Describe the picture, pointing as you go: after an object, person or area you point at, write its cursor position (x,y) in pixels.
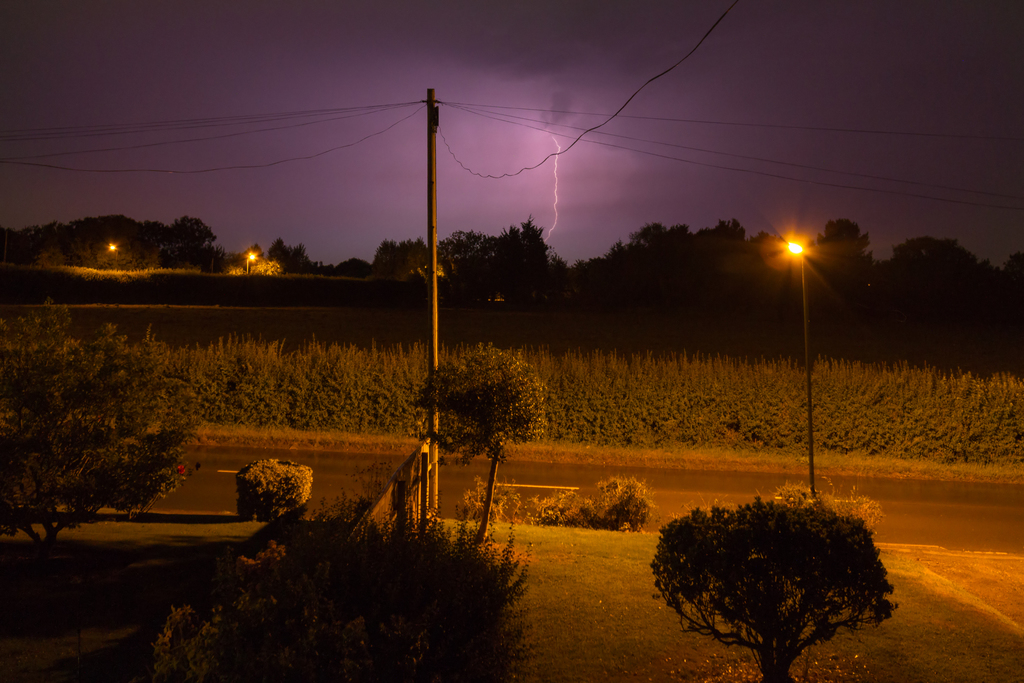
In this image we can see some plants (446,543), road (529,501), there are some street lights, current poles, wires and in the background (278,271) there are some trees (62,255) and lightning sky (515,152).
